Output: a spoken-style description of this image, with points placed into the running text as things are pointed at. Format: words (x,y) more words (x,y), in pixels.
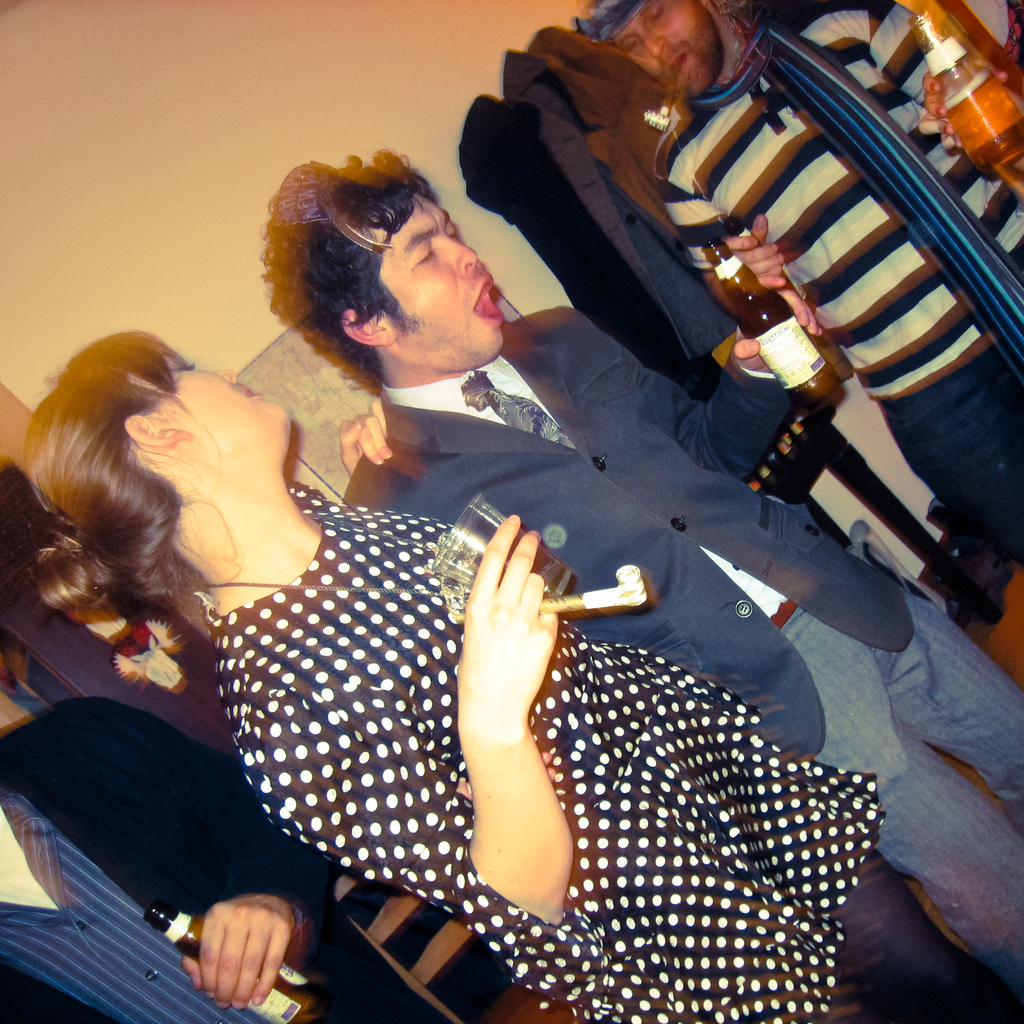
In this picture we can see three men (888,253) and a woman (654,731) standing, these three men (581,540) are holding bottles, this woman (477,665) is holding a glass (470,548), in the background (231,113) there is a wall (243,107), we can see clothes (608,135) here.
